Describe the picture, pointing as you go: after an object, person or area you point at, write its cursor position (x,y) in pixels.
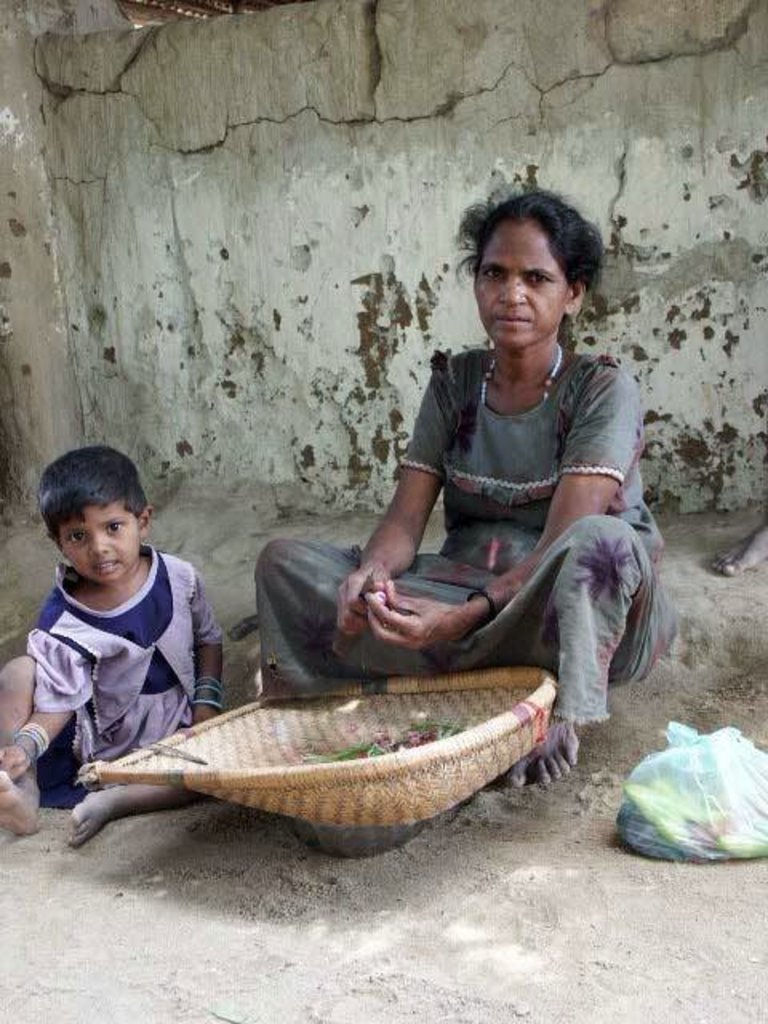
This image is taken outdoors. In the background (360,205) there is a wall (423,185). At the bottom of the image (375,887) there is a ground (350,907). On the right side of the image (749,554) there is a person (748,544) and there are a few things (669,801) in the cover (691,797). In the middle of the image (406,504) a woman (512,449) is sitting on the ground (701,890) and peeling something (383,590) and there is a basket (276,746) with a few vegetables (408,736). On the left side of the image (122,650) a kid (89,708) is sitting on the ground (128,831).
